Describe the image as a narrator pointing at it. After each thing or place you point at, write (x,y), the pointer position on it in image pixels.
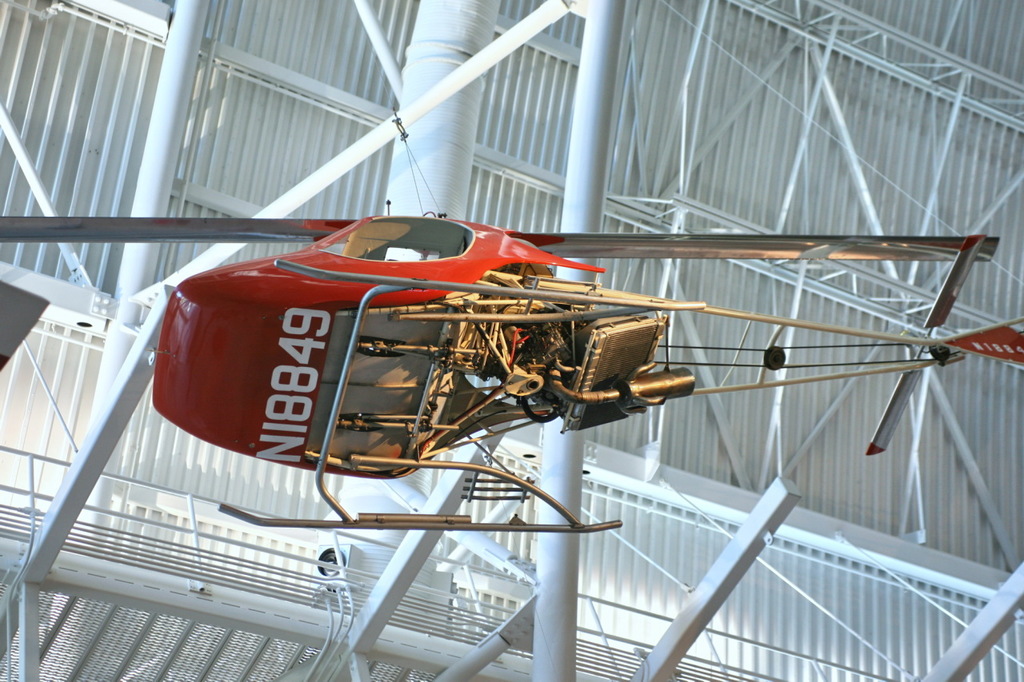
In this image I can see a red colour helicopter (365,364) and on it I can see something is written. I can also see number of poles (602,15).
